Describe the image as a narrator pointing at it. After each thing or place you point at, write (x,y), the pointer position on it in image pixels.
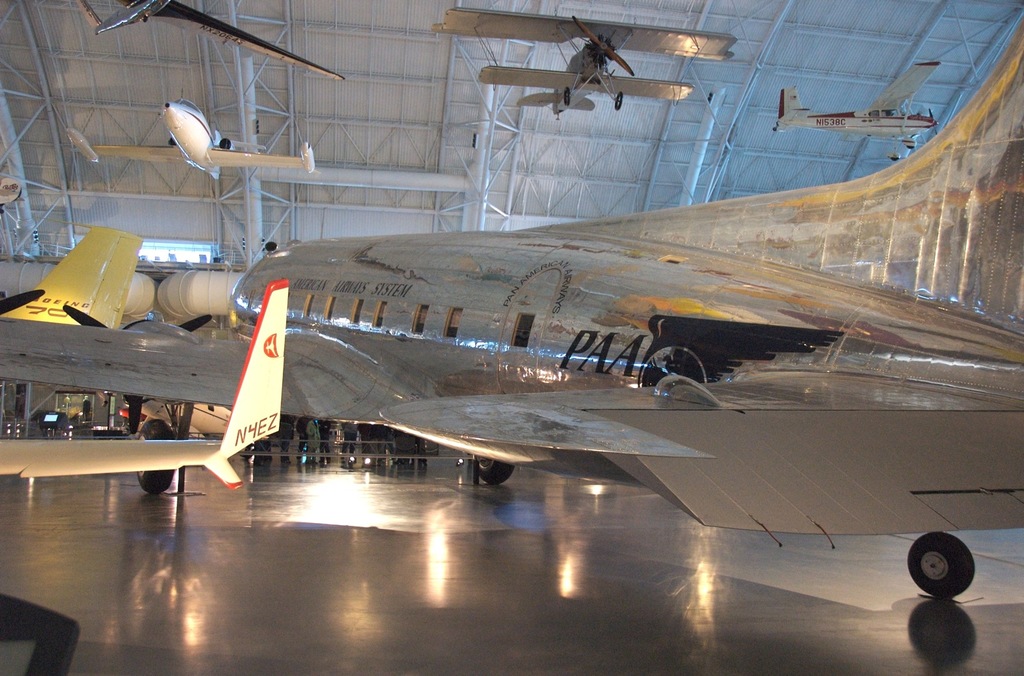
In this image we can see there is an airplane (529,389) on the floor (435,548), behind the airplane (694,392) there are a few people (322,446) standing. At the top of the image (190,14) there are few airplanes (574,64).
